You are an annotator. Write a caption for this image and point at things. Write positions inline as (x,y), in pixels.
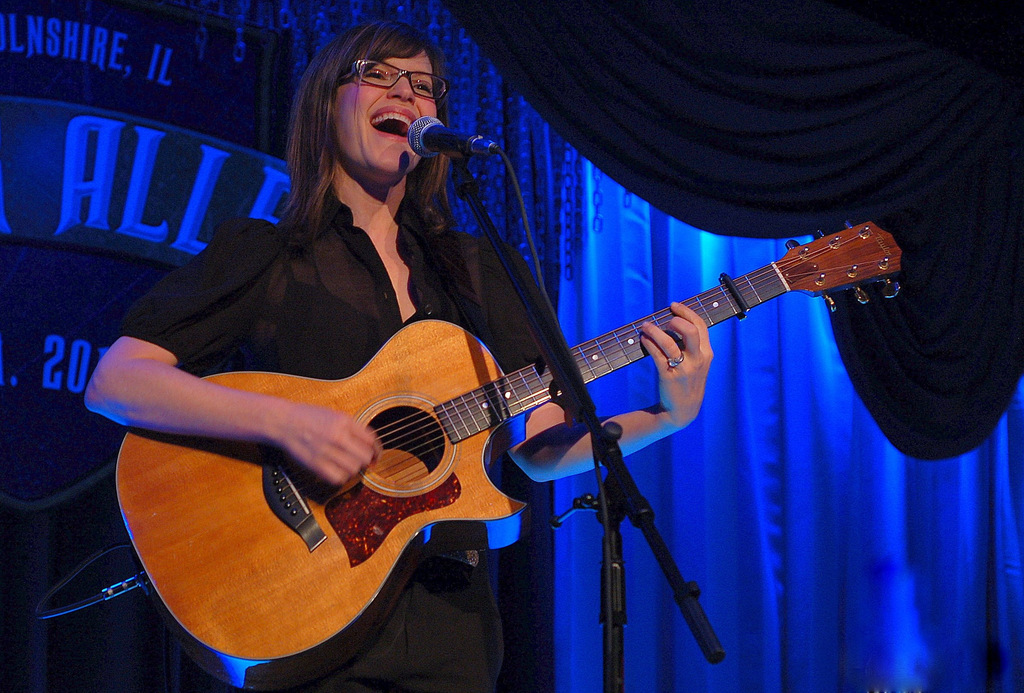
This picture is mainly highlighted with a woman (227,321) standing in front of a mike (479,141), playing guitar (460,398) and singing. She wore spectacles (378,67). On the background (850,441) we can see curtain (808,417) and a board (113,189).
